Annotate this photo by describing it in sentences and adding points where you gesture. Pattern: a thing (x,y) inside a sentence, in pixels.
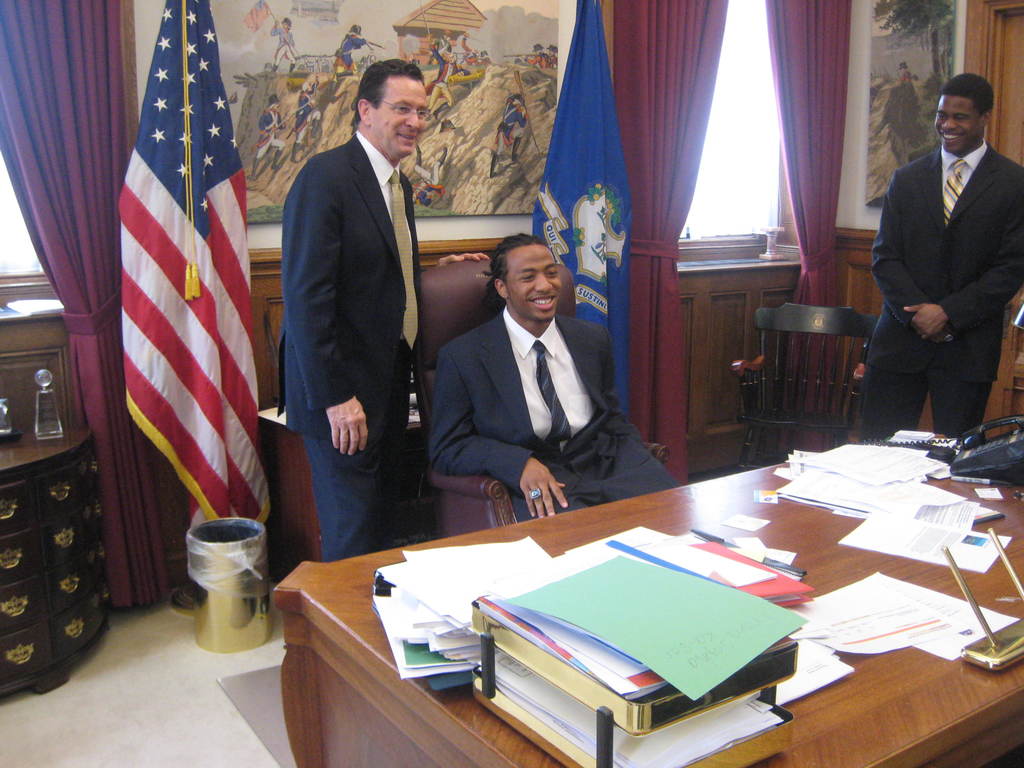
In this picture we can see three people (576,407), a man (556,323) is seated on the chair (503,484), and he is laughing, and two persons (374,235) are standing, in front of them we can find couple of papers (709,560), telephone (990,423), pens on the table (904,664), besides to them we can find a dustbin (206,614), flag (232,513), curtains (102,376) and wall painting (483,90).
